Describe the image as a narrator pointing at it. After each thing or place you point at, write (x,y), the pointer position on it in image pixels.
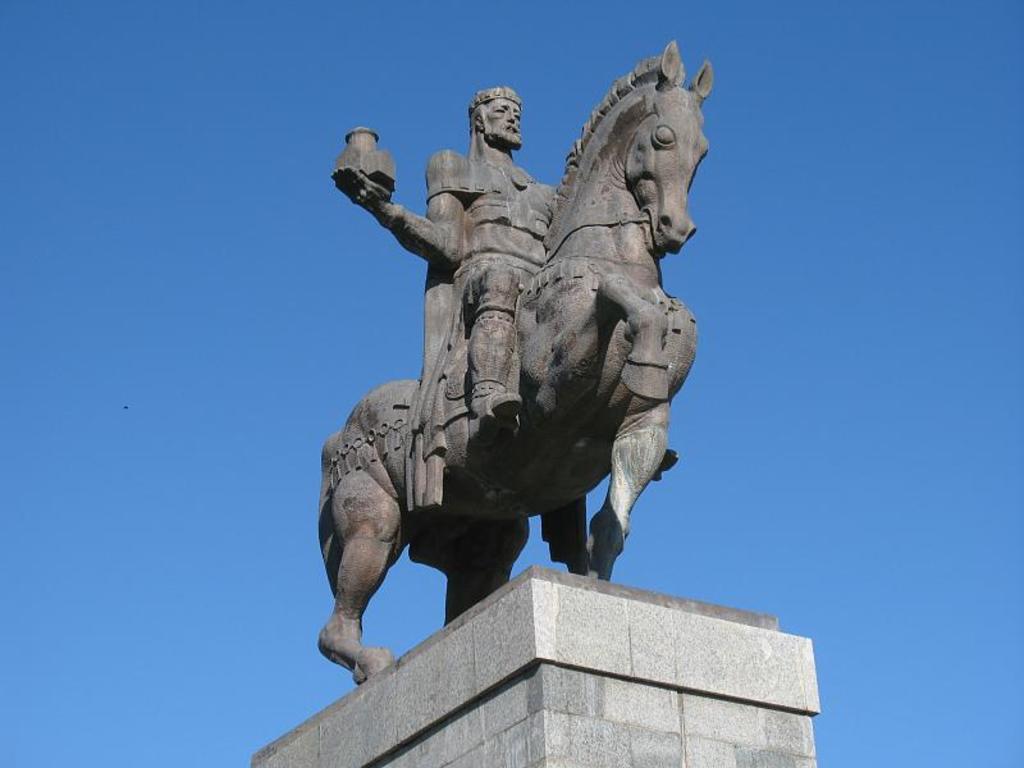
In this image we can see a statue (551,350) of a person (492,295) and a horse (573,302). We can see the sky (840,288) in the image.
